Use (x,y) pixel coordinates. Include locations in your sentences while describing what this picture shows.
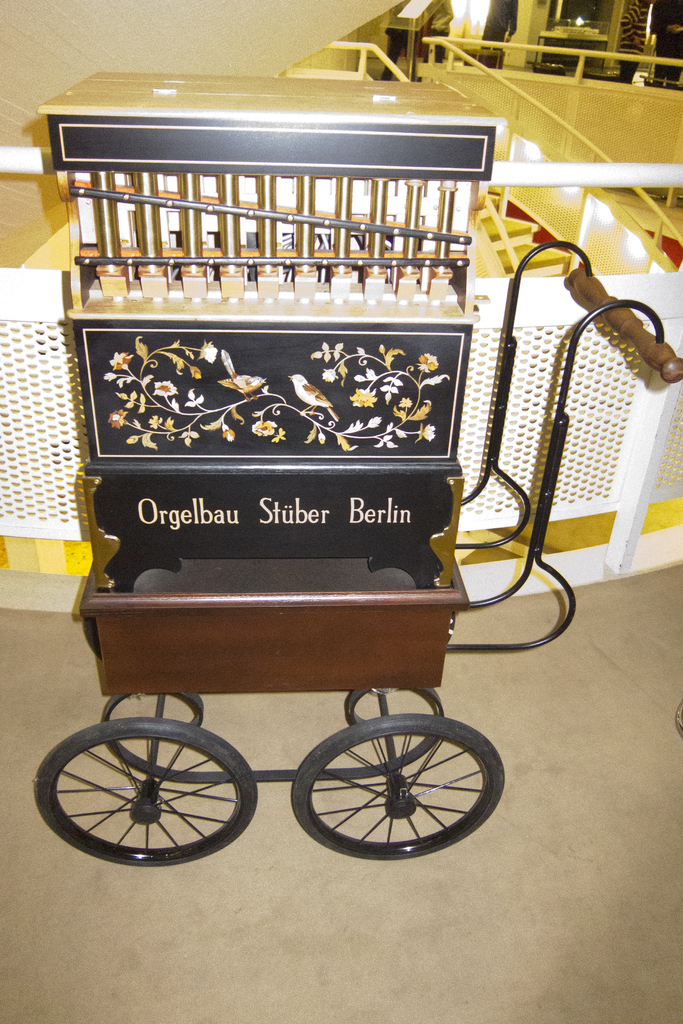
In the center of the image (365,594) we can see a musical instrument (312,435). In the background (649,237) there are railings (27,447) and tables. At the bottom (389,919) there is a floor (389,919).
